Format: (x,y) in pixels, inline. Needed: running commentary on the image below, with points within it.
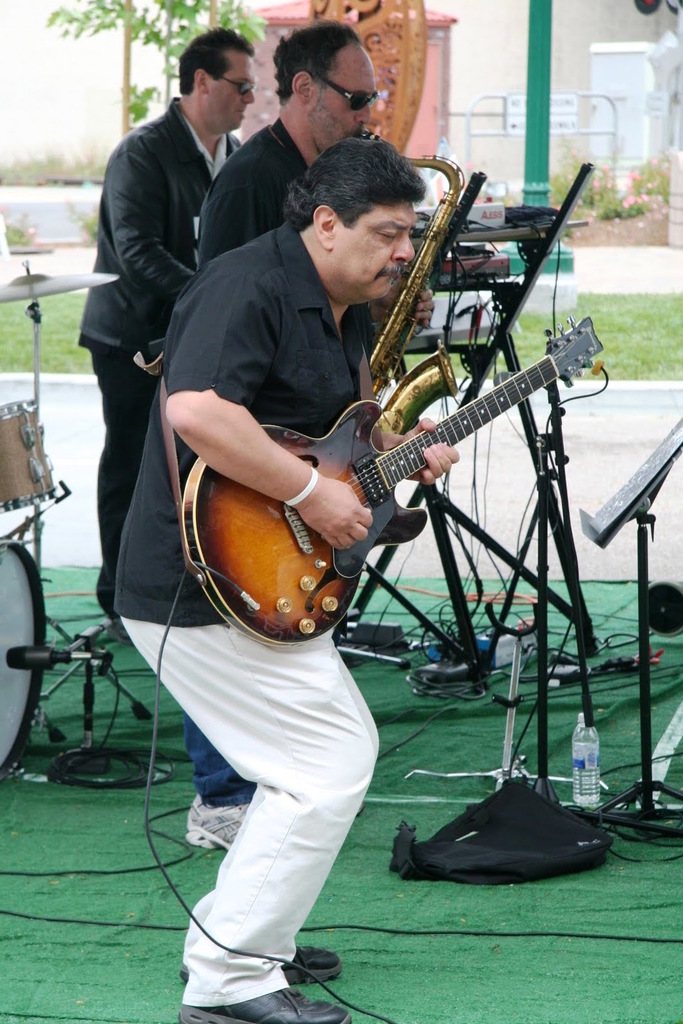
In this picture we can see three persons (370,74) playing some musical instruments (401,430). And there is a bottle (579,763). This is grass (616,331). Here we can see some plants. And this is pole (526,138).
